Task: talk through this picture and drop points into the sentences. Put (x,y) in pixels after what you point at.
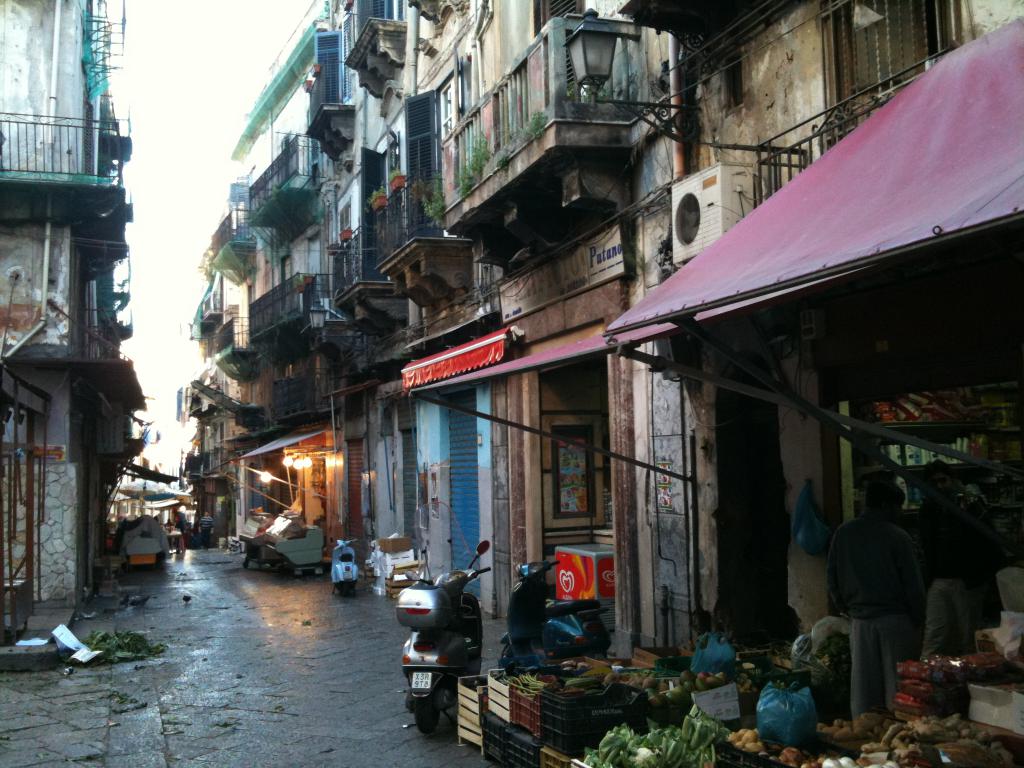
As we can see in the image there are buildings (482,527), lights (304,464), plants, vegetables (836,733), baskets (624,714) and sky (149,171).
